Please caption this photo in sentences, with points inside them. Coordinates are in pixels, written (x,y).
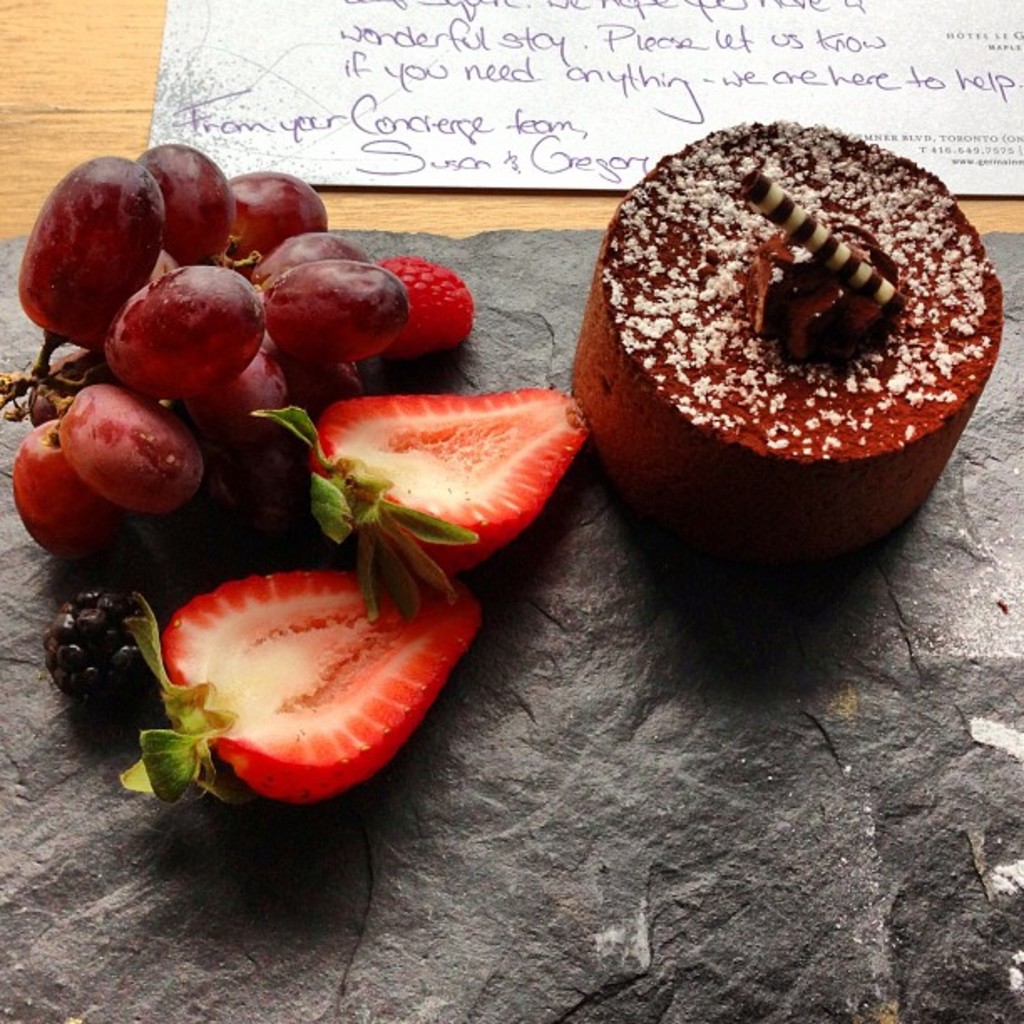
In this image we can see a table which has fruits (296,572) like grapes (327,333), strawberry (439,468), blackberry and we can also see a cake (828,334) and there is a paper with a note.
